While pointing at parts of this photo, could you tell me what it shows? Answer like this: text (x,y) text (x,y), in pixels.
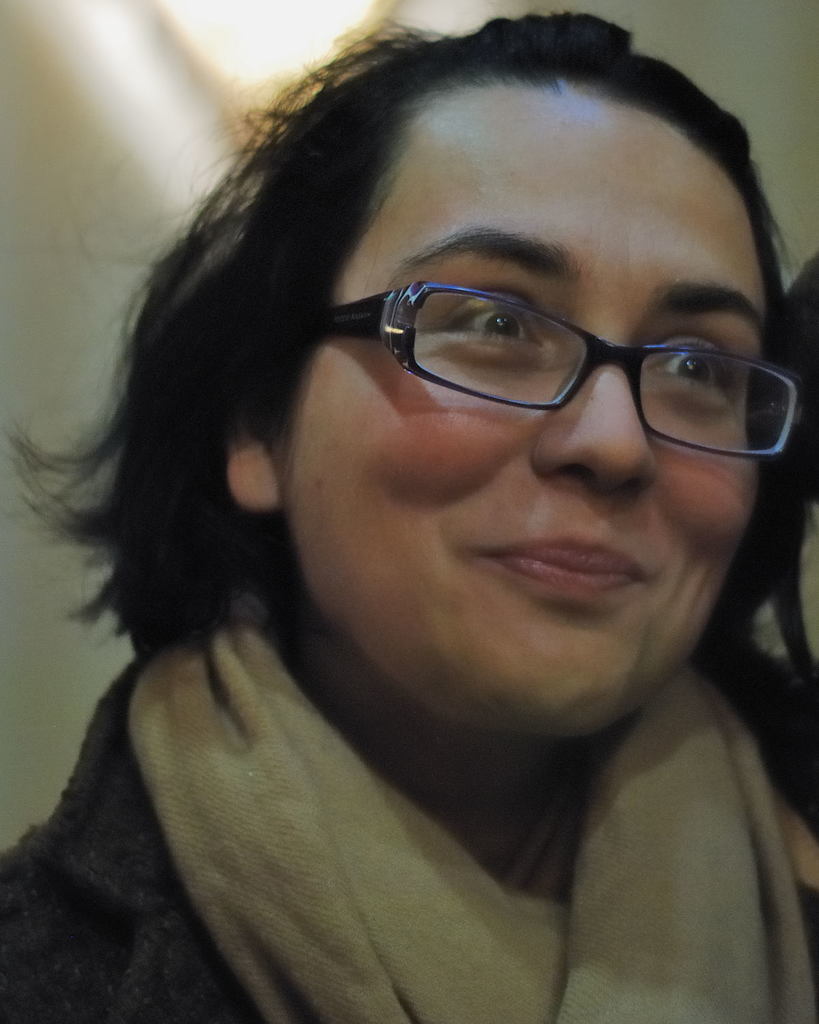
In this picture I can see a woman (298,520) in front (521,297) and I see that she is smiling and I see that it is blurred in the background (779,61).
